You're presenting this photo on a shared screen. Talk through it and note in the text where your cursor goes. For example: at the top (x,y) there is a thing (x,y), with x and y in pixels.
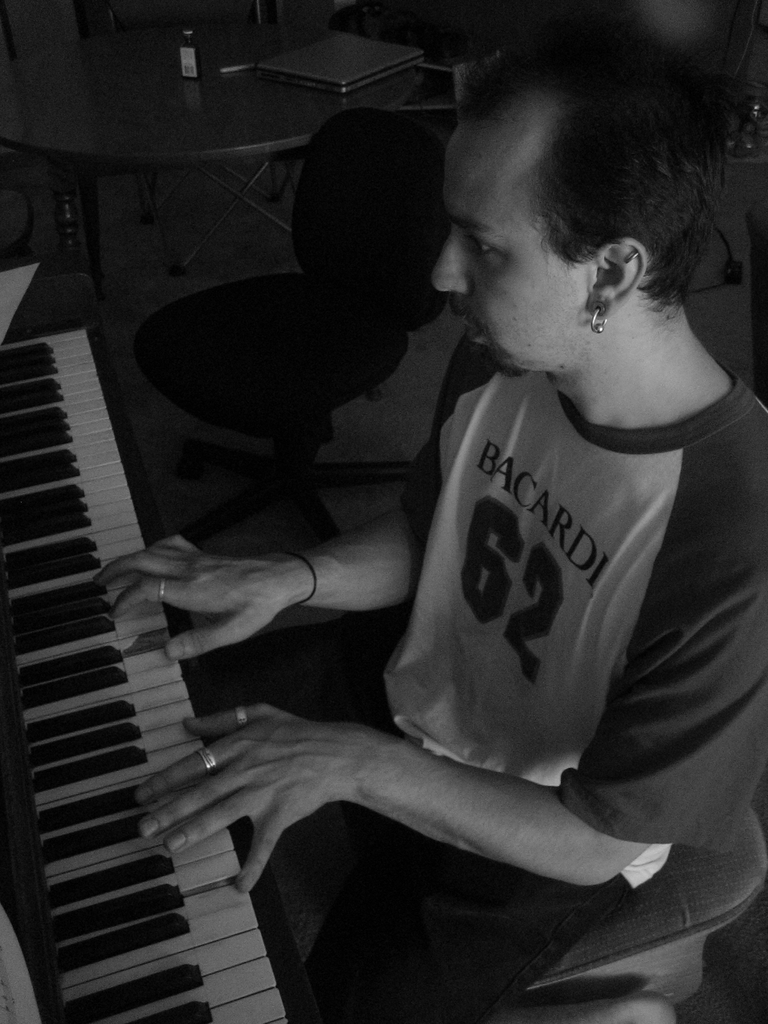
A person (754,448) is sitting and playing a piano (83,466). Beside to him there is a chair (215,326) and a table (20,63) having a bottle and a laptop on it.
